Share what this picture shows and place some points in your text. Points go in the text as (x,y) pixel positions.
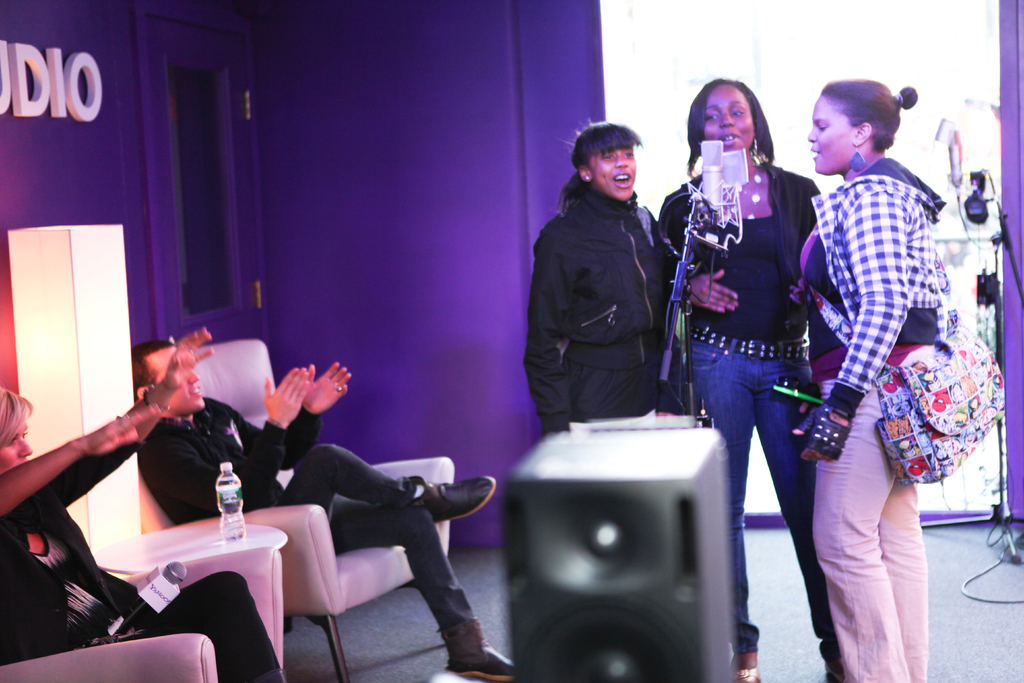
In this picture we can see women (910,248) standing and they are singing. On the left side of the picture (198,440) we can see a man (206,427) and a woman (68,505) sitting on the chairs (255,407). They are clapping. We can see a microphone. On a table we can see a bottle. In the background (332,49) we can see the wall (313,15), door (214,193) and letter boards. At the bottom portion of the picture (603,501) we can see a speaker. On the right side of the picture (996,325) we can see a stand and a microphone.
